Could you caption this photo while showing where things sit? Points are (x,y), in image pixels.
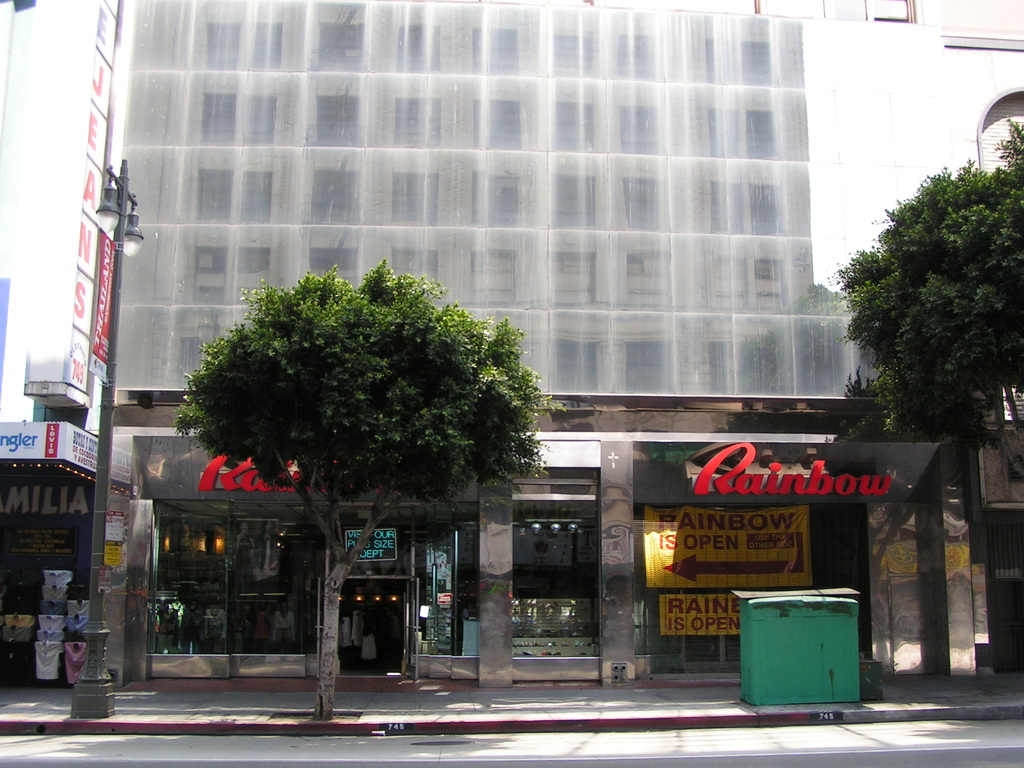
In the image we can see there are trees (951,341) and there is a street light pole (92,567) on the footpath (312,687). Behind there are buildings (290,671) and it's written ¨Rainbow¨ on the hoarding (713,490) of the building (615,516).
